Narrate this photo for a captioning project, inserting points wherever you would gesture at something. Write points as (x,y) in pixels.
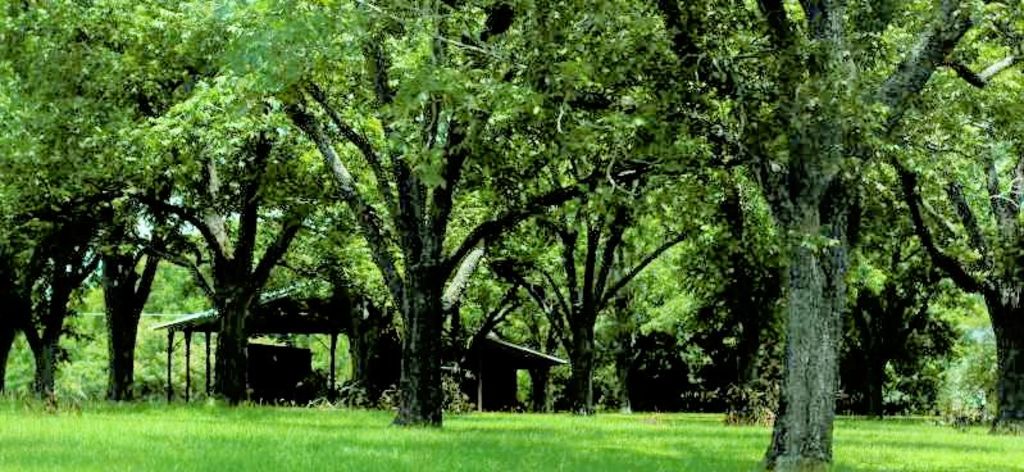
At the bottom of the picture (357,433), we see the grass (665,452). There are trees (668,255) in the background (389,238). We see a shed (253,318) in the background (509,349).
